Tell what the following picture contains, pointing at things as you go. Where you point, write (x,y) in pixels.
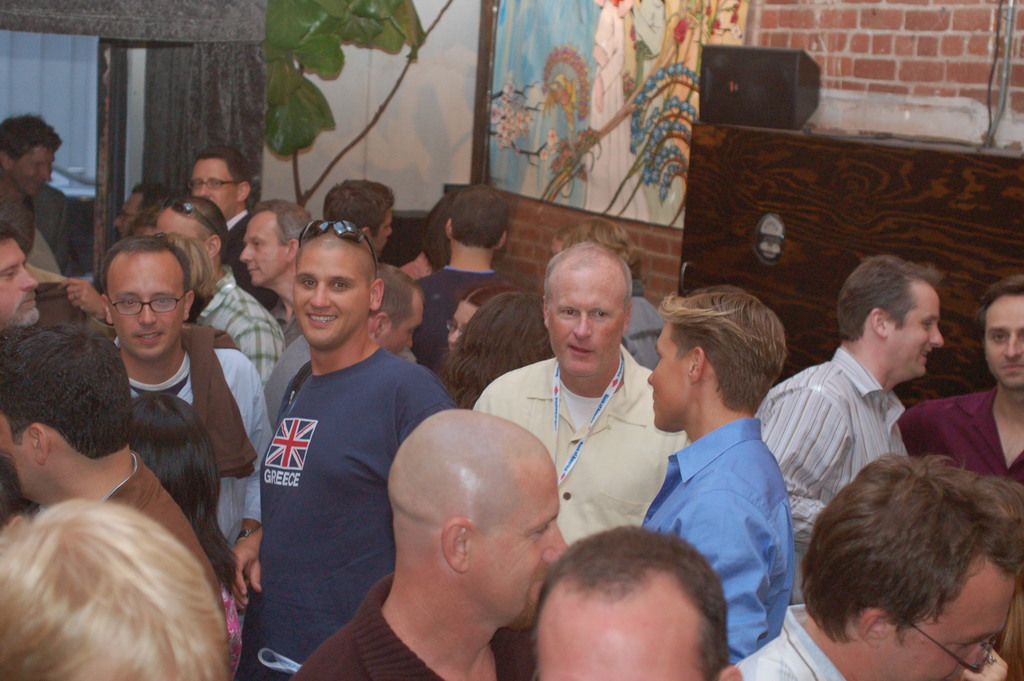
In this picture, we see the people (448,397) are standing. The man (384,380) in the middle of the picture (371,364) is wearing a blue T-shirt (327,480) and he is smiling. On the right side (776,196), we see a brown color cupboard (835,199). We see a black color object (726,103) is placed on the table (751,180) or a cupboard (741,148). In the background (250,140), we see a curtain (253,172) and we see a wall (433,104) on which a photo frame (595,118) is placed.
